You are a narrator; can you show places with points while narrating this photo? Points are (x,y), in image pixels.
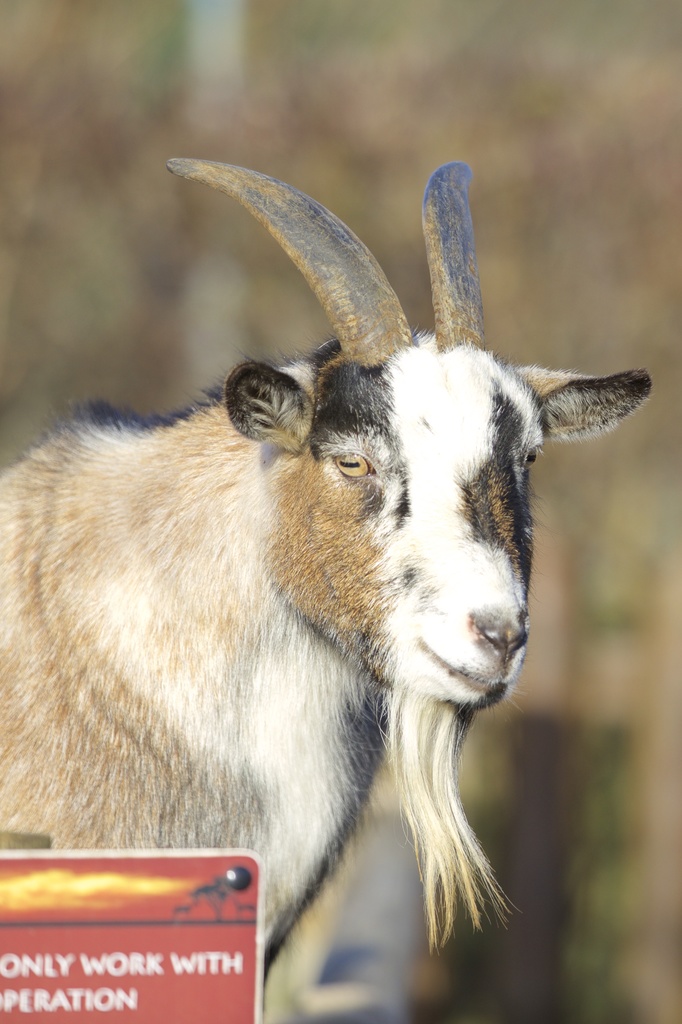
In the picture we can see a photograph (514,619) of a goat (240,582) which is with horns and some part (278,712) of it is white in color and some part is black in color.
